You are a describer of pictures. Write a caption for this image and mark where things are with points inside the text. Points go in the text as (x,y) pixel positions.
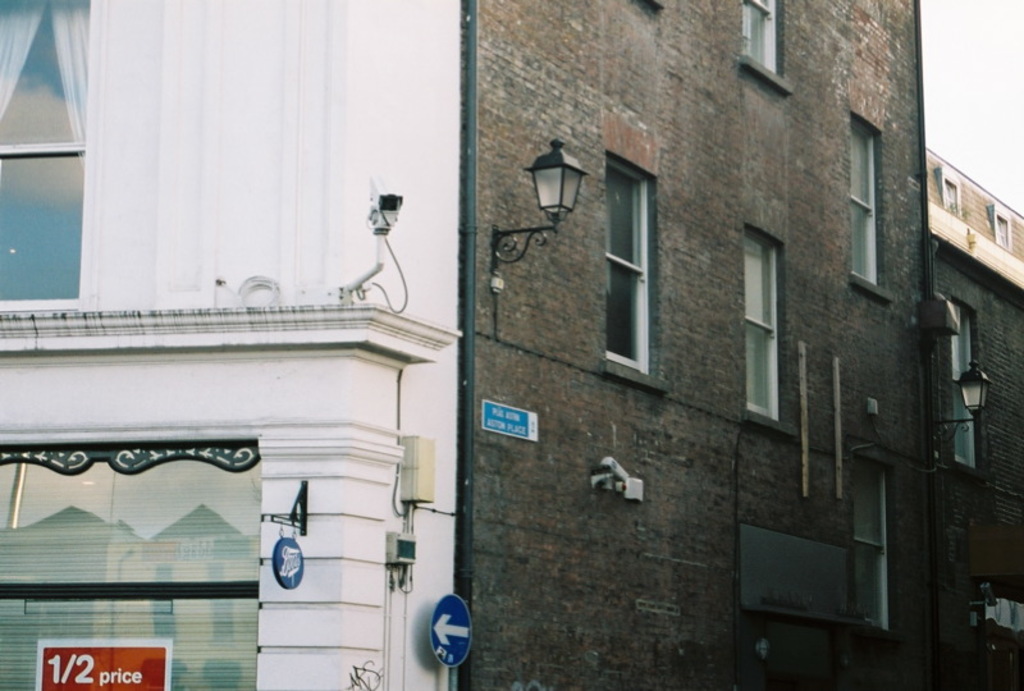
In this picture we can see buildings (798,248), we can see windows (750,302) of these buildings (787,289), there are two boards (444,623) at the bottom (437,640), we can see two lights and a camera (386,210) in the middle (384,249), on the left side (41,130) there is a glass window (45,143), there is the sky (986,138) at the right top of the picture (998,110), we can see a pipe (466,274) in the middle (470,357).
